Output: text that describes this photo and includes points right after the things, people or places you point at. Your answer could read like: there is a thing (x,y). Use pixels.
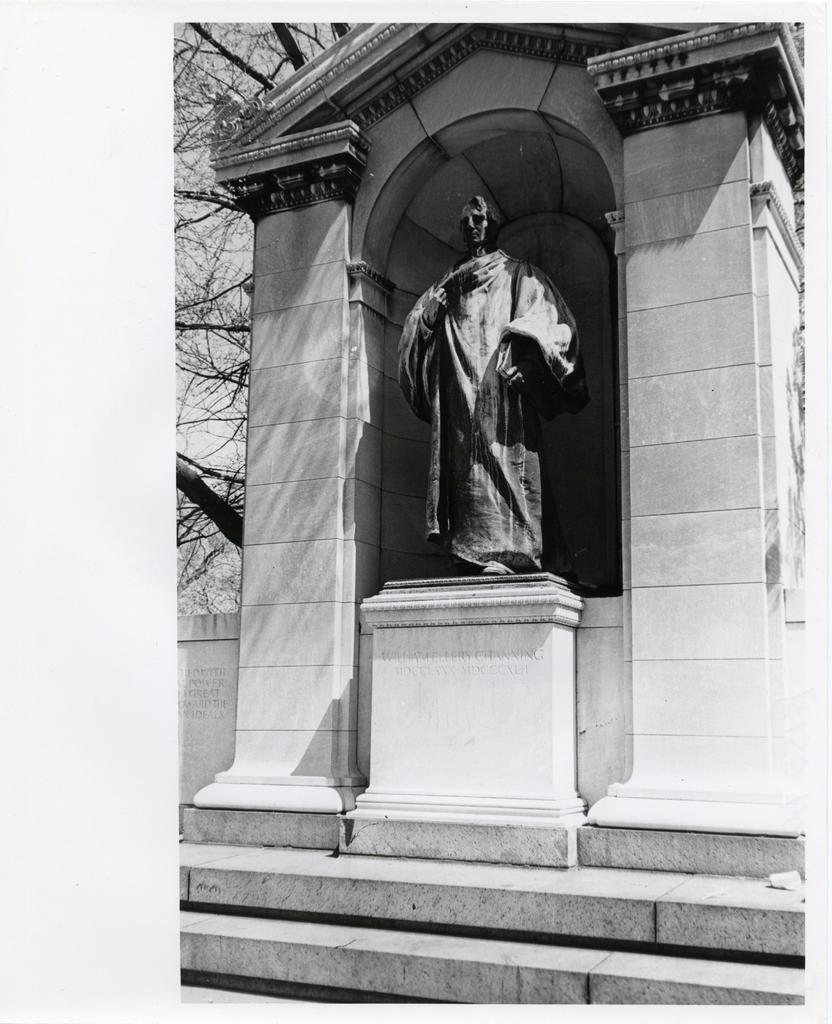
This is a black and white picture, in this image we can see a statue (488,545) and in the background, we can see some trees (245,410) and the sky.
